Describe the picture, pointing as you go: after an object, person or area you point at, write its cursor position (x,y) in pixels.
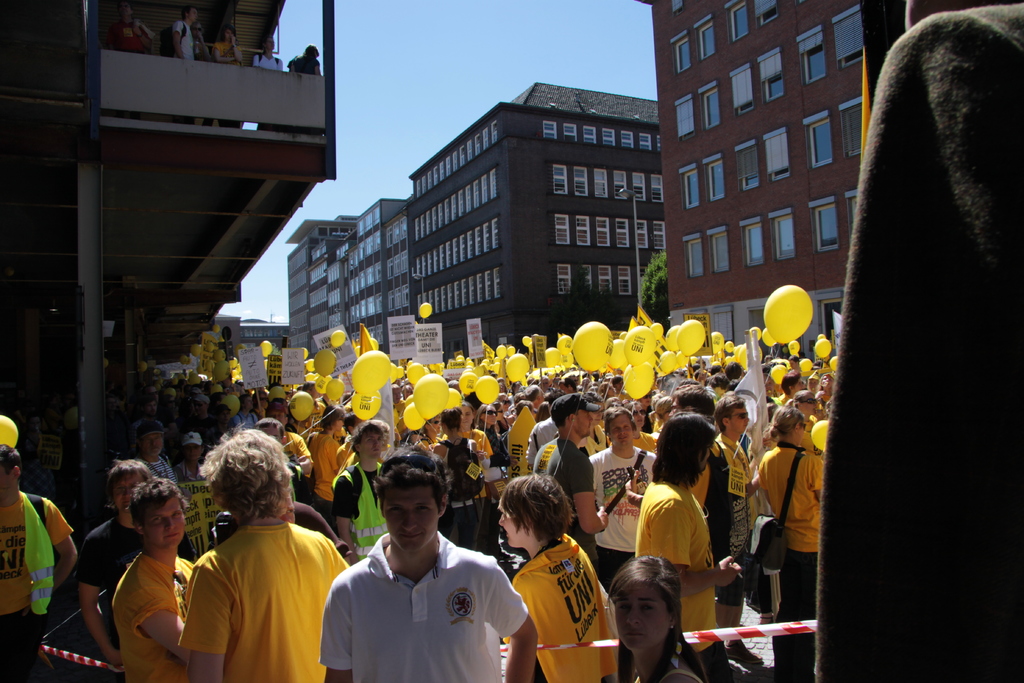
In this image I can see number of persons (614,539) are standing and holding yellow colored balloons (371,381) and white colored boards (419,333) in their hands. In the background (443,319) I can see few buildings (466,224), few windows (360,259) of the buildings (559,187) and the sky (388,87).
